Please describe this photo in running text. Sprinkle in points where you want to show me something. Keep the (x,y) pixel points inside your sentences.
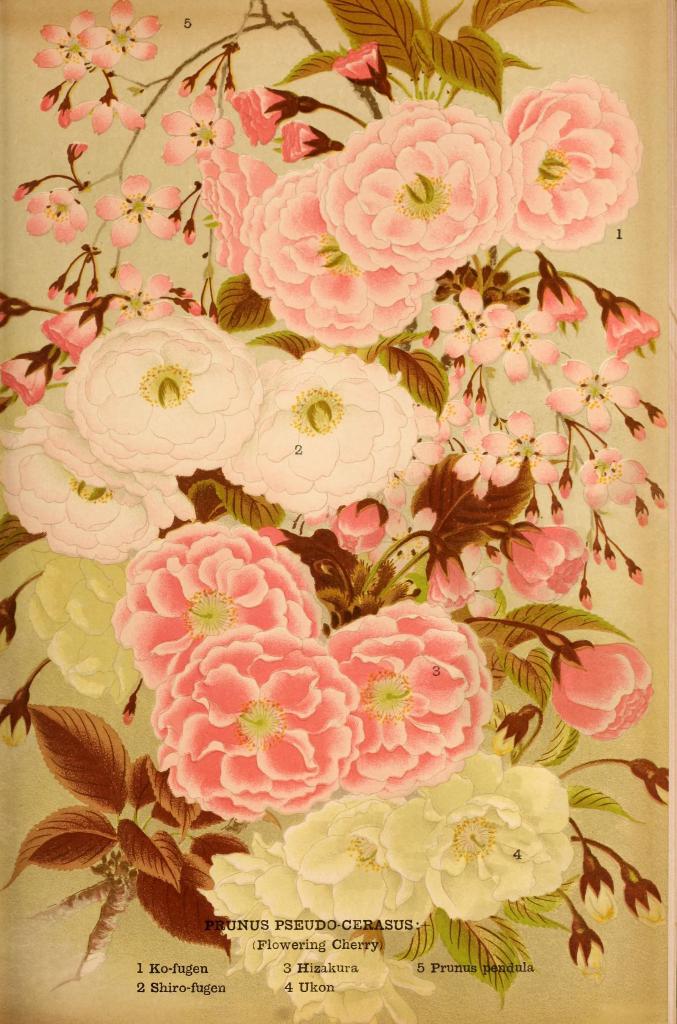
In this image we can see the printed picture (329,878) with flowers (330,1017), leaves (142,889) and buds (97,871). There is some text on this image.
